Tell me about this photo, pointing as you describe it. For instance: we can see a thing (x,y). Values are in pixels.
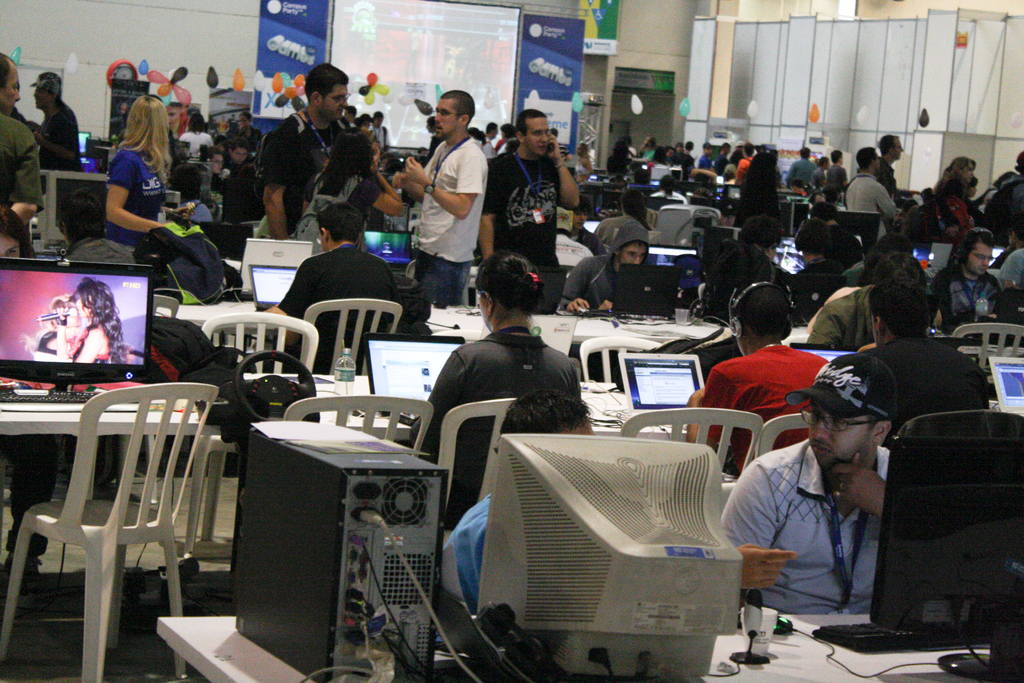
The image is taken in the room (86,75). The room (92,63) is filled with tables (459,317) and chairs (153,464). There are many people (524,429) sitting and standing in the image. There are computers (614,568), bottles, bags (188,340) and wires (717,319) placed on the tables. In the background (950,62) there are balloons (687,107) and boards (552,91). In the center of the room (409,128) there is a screen (492,88).
